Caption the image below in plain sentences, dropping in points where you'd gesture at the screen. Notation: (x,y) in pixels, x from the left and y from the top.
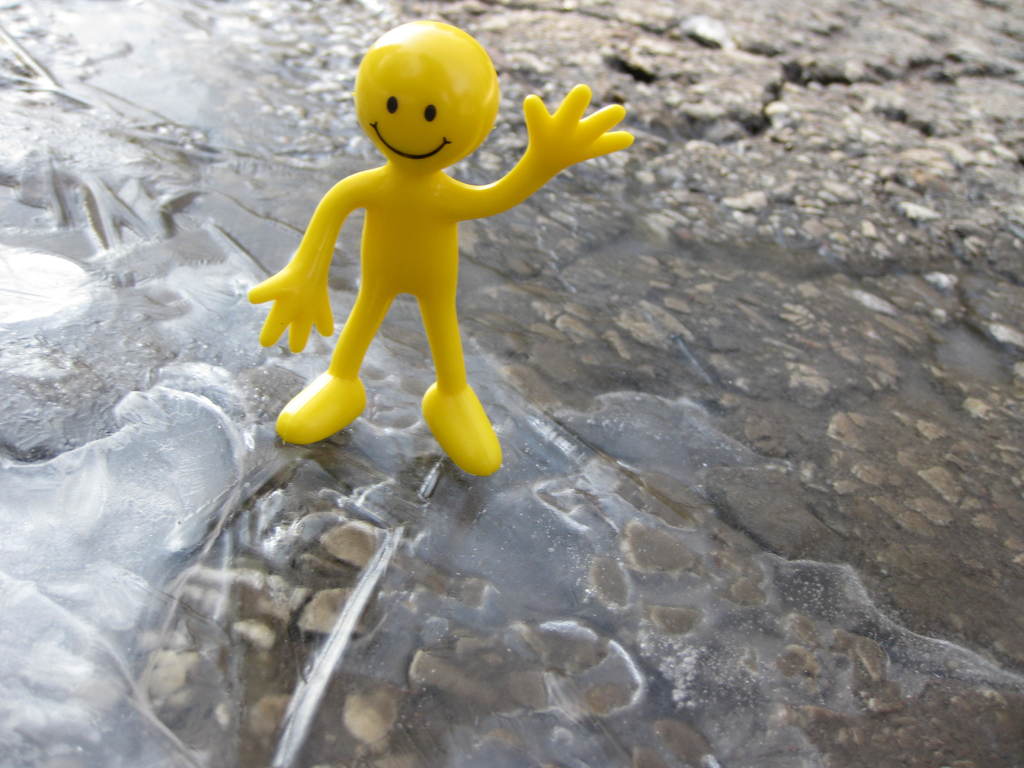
In this image I can see a yellow color toy (383,241) on a rock (642,259). At the bottom (375,605), I can see the water (646,590).
